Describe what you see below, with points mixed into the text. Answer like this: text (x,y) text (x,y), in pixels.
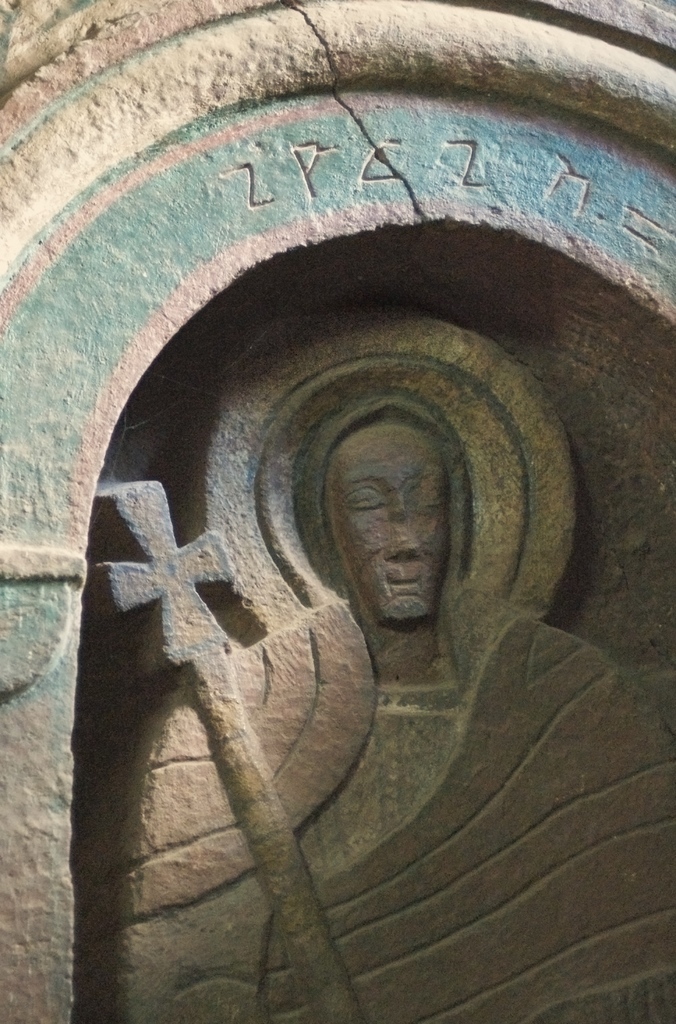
In this image I can see a sculpture (281,522) over here and I can also see something is written here.
